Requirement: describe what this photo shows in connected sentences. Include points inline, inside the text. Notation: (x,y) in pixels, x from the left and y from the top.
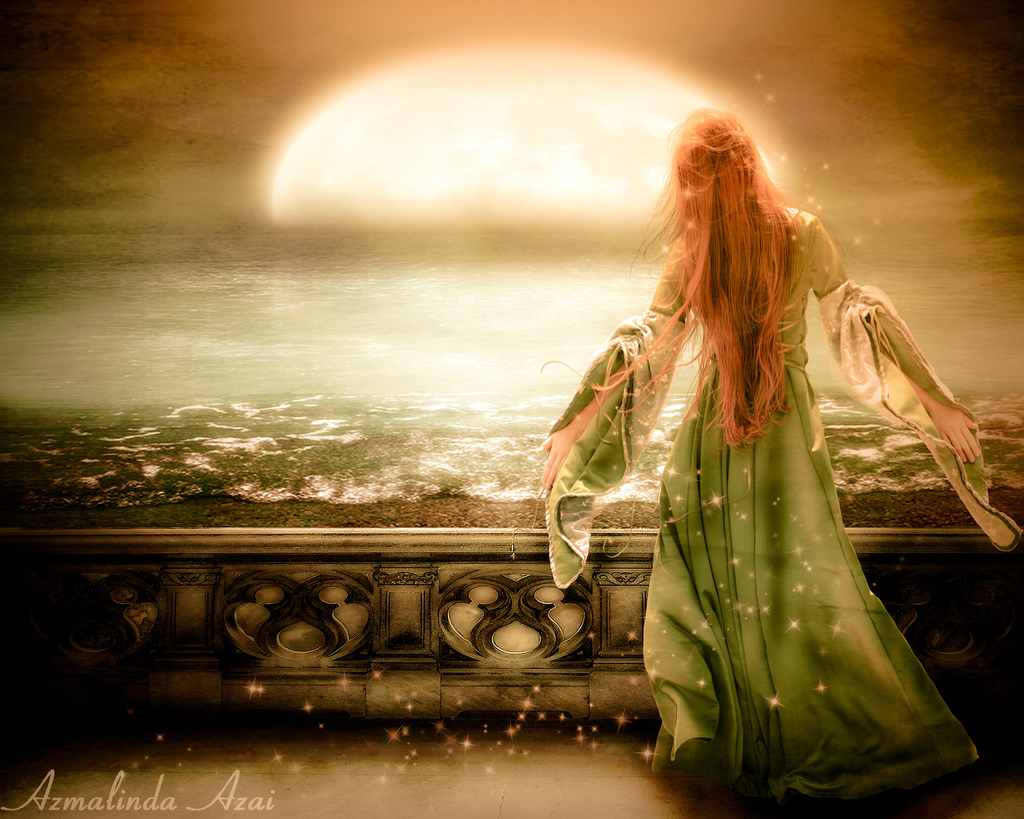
In this picture, we can see an animated image, we can see the ground (157,758), a lady (655,297), and some text (136,789) in the bottom left corner (128,784).
